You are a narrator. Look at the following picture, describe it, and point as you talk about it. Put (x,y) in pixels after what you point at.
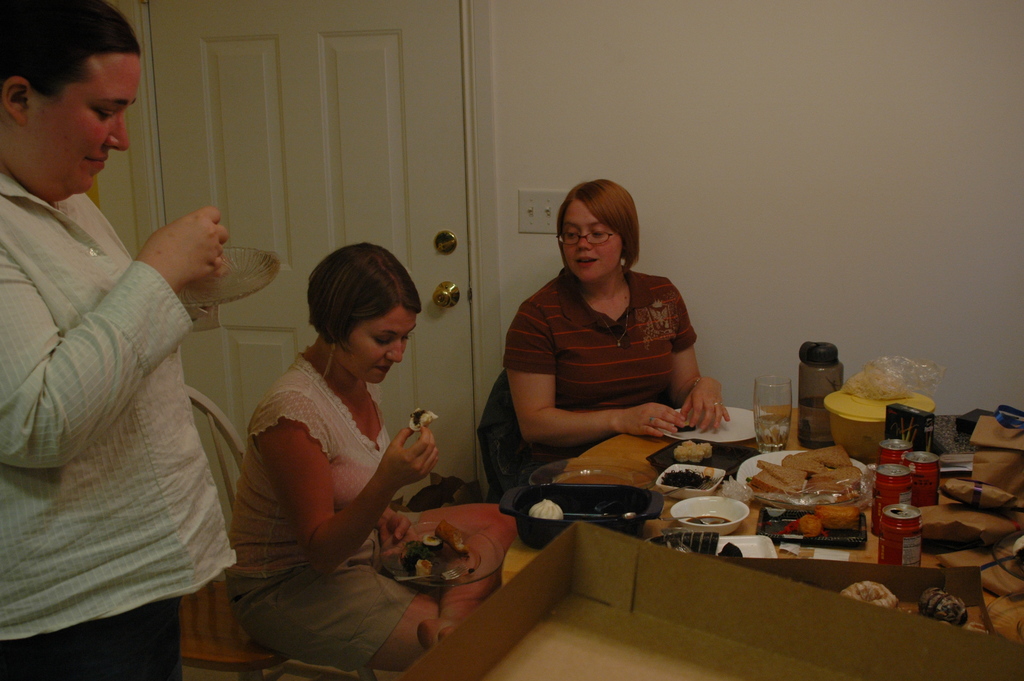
In the center of the image (580,290) we can see two ladies (642,379) are sitting on the chairs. In-front of them, we can see a table (811,471). On the table (792,441) we can see the bowl (883,425) of food items (822,508), tins (885,495), glass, bottle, plates (795,476) and some other objects (690,550). At the bottom of the image (658,623) we can see a box (658,623). On the left side of the image (206,208) we can see a lady (89,432) is standing and holding a plate (213,296). In the background of the image (954,49) we can see the wall (503,196), door (464,322), circuit board (532,201).
